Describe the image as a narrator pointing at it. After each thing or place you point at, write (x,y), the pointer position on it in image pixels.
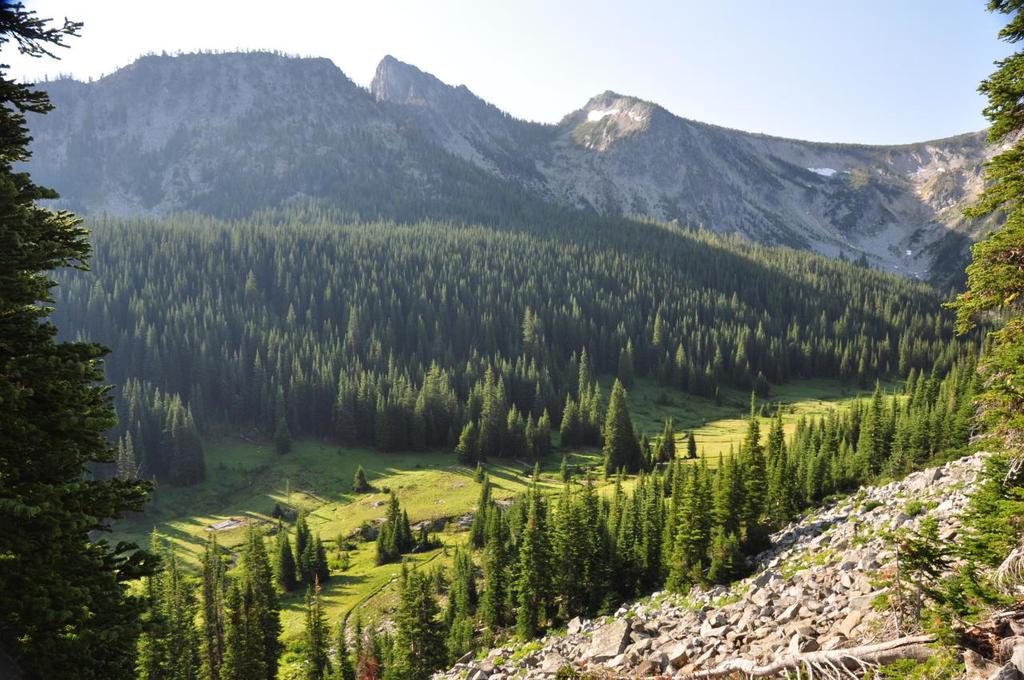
This picture is clicked outside the city. In the foreground (369,631) we can see the trees (922,565) and the stones (814,588). In the background (699,42) there is a sky (89,38), hills (506,187) and the trees (533,317).
